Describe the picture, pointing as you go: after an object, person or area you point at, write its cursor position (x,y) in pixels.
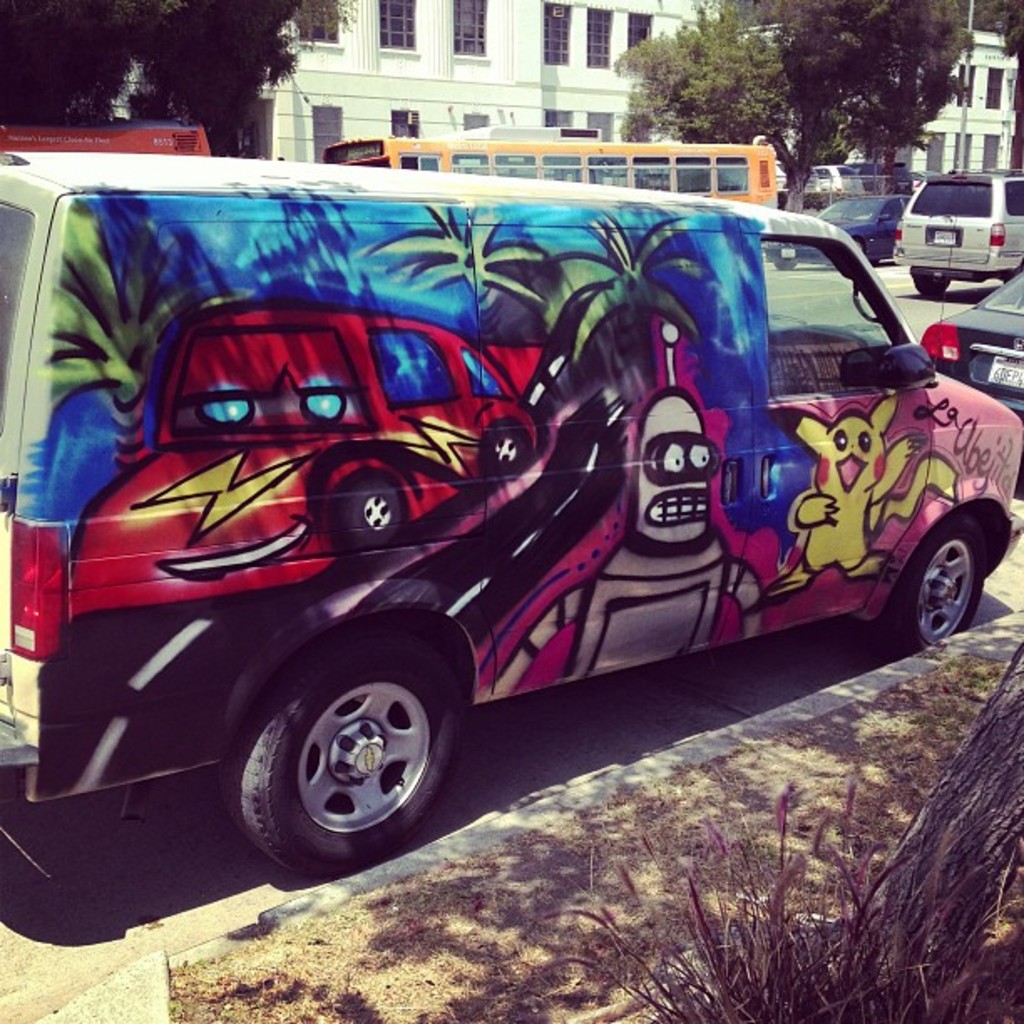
In this image I can see a van (584,545) which is colorful on the road (732,682) and I can see few other vehicles (775,196) on the road (748,689), few trees (813,89) and few buildings (520,72) which are white in color in the background (576,72).
